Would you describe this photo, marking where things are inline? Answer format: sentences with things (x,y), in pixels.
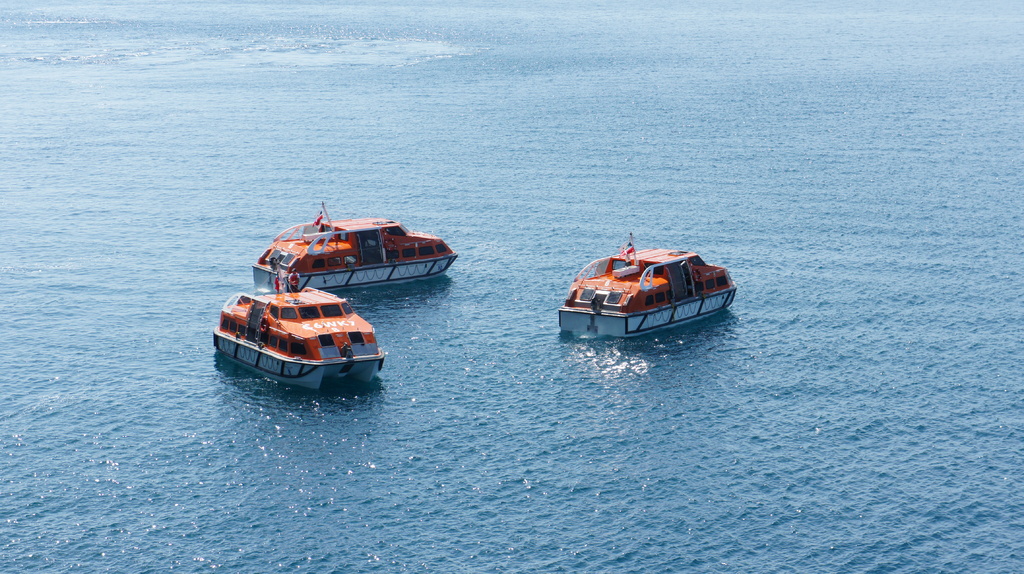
In the center of the image (342,275) there are ships (732,287) on the water (308,406).
